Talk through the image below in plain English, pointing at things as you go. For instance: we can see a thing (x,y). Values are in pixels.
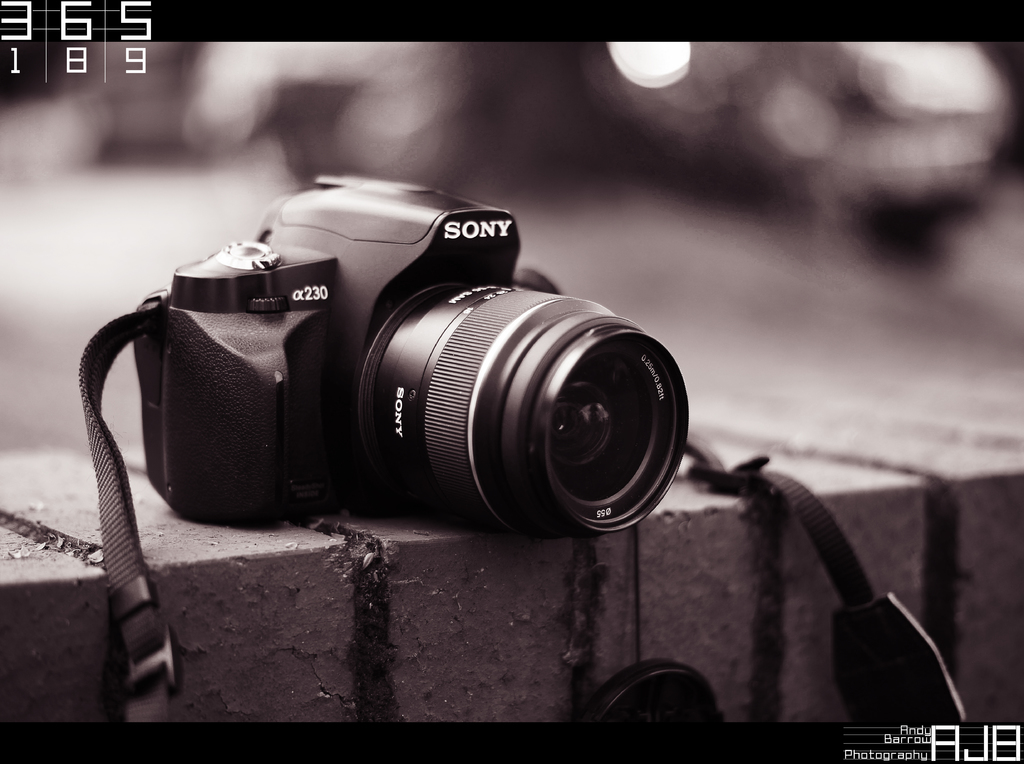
This image is a black and white image. In this image the background (20,309) is a little blurred. At the bottom of the image (333,603) there is a wall (665,513). In the middle of the image (402,331) there is a camera (265,305) on the wall (668,529). At the top left of the image (124,62) there is a text (75,35) in the image and at the right bottom of the image (914,731) there is a text (969,741) in the image.
